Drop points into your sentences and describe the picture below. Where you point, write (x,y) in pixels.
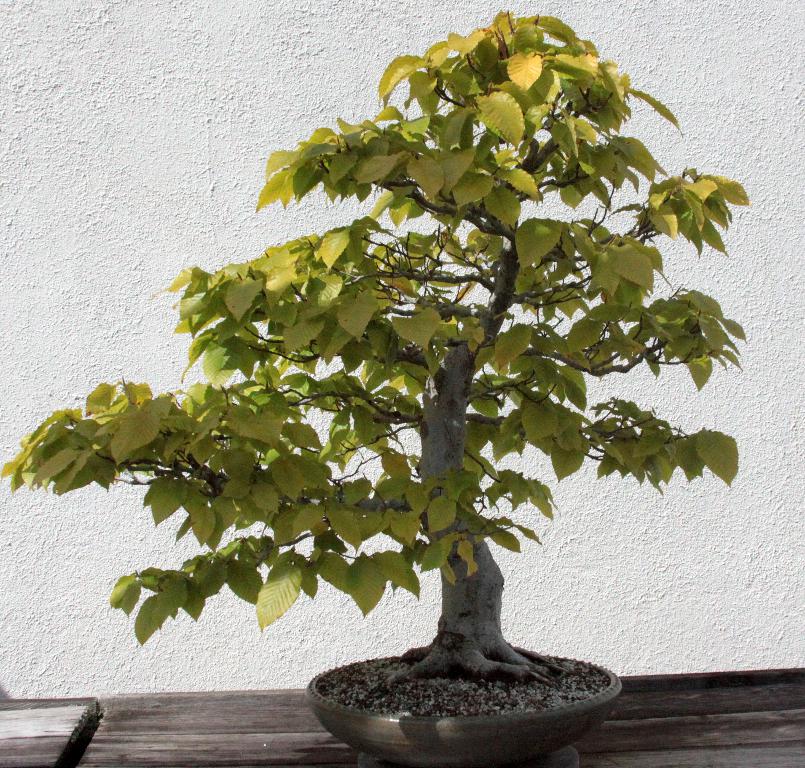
There is a plant (342,389) in the center of the image (524,358) on a wooden surface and a wall (213,185) in the background area (189,181).
